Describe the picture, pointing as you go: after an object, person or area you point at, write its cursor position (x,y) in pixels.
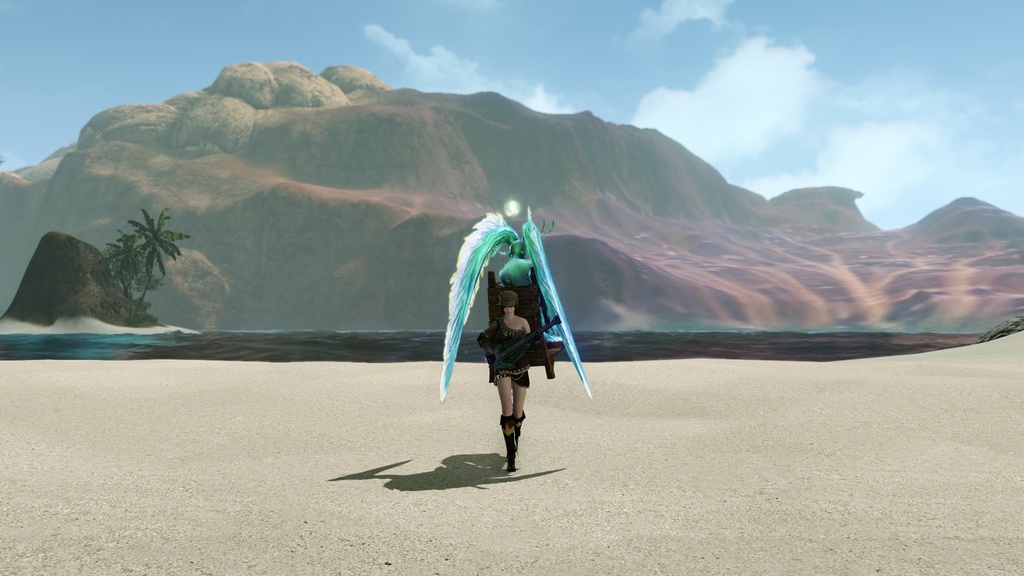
This is an animation and here we can see a person (511,310) wearing a cap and holding an object (513,343) and we can see wings (551,299) and an other person (515,278). In the background (408,166), there are hills (306,174) and we can see trees (139,255). At the bottom (209,491), there is ground (103,489).
